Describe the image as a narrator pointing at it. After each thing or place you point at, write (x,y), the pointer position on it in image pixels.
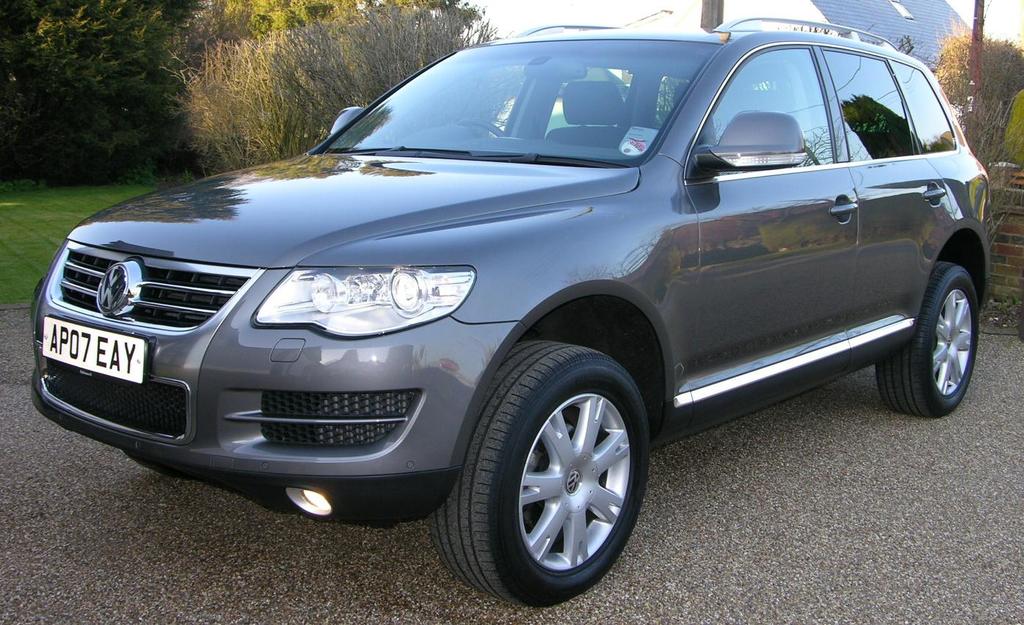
It is a car (583,396) in grey color on the road (688,544), on the left side (274,138) there are trees (330,5).
